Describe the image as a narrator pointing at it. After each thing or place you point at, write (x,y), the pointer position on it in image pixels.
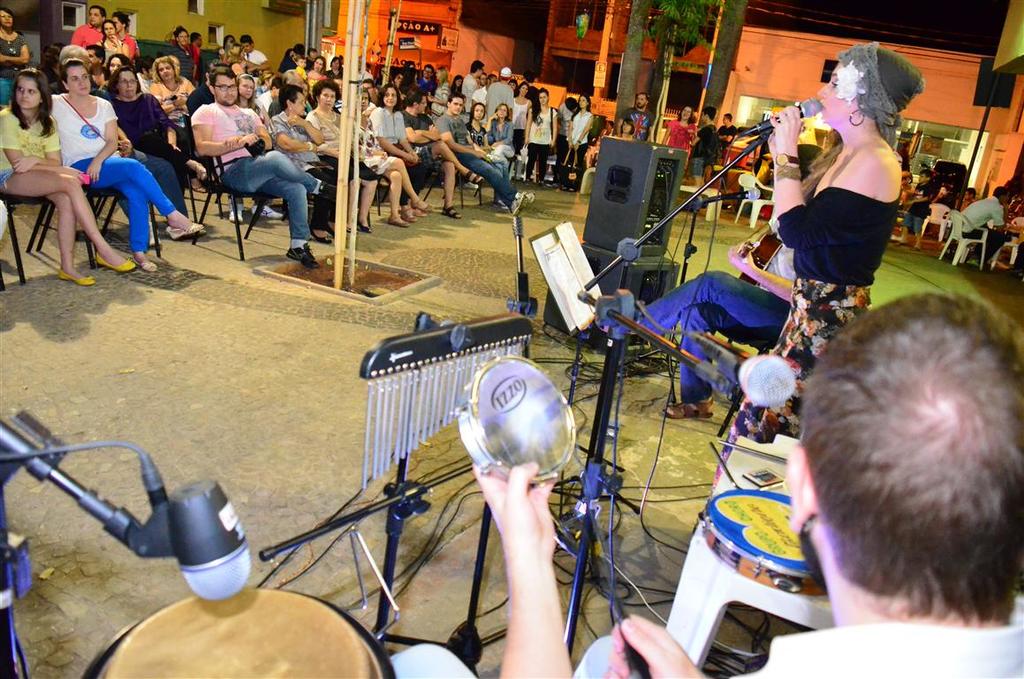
this picture shows a group of people (25,88) seated on the chairs (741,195) and we see few buildings (457,0) around and we see a woman (853,120) standing and singing with the help of a microphone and we see a person (707,299) seated and playing guitar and we see a man (633,640) seated and playing musical instruments (155,639).
